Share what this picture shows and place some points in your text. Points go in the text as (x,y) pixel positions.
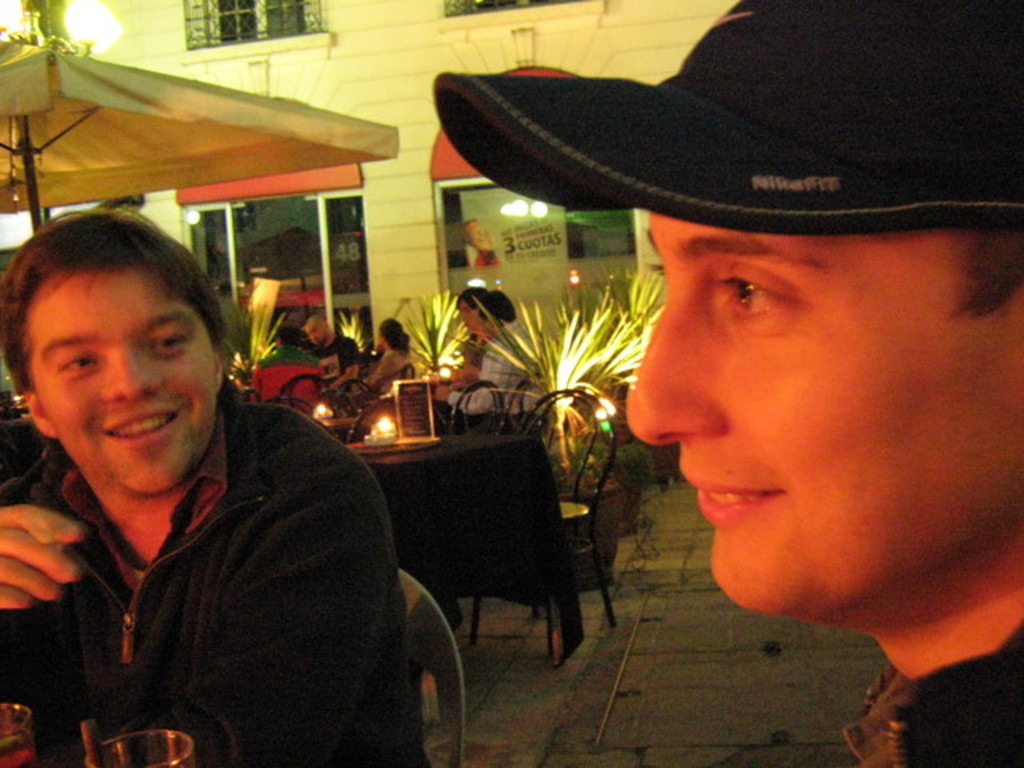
In this picture there is a building (220,82) and there is an umbrella (190,86) and there are tables (404,505) and chairs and there are objects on the tables (409,490). In the foreground (303,430) there are two people (374,573) sitting and smiling and there are glasses (1,732). At the back (472,284) there is a poster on the mirror (457,276) and there is text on the poster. At the bottom (769,662) there is a floor (675,746).
